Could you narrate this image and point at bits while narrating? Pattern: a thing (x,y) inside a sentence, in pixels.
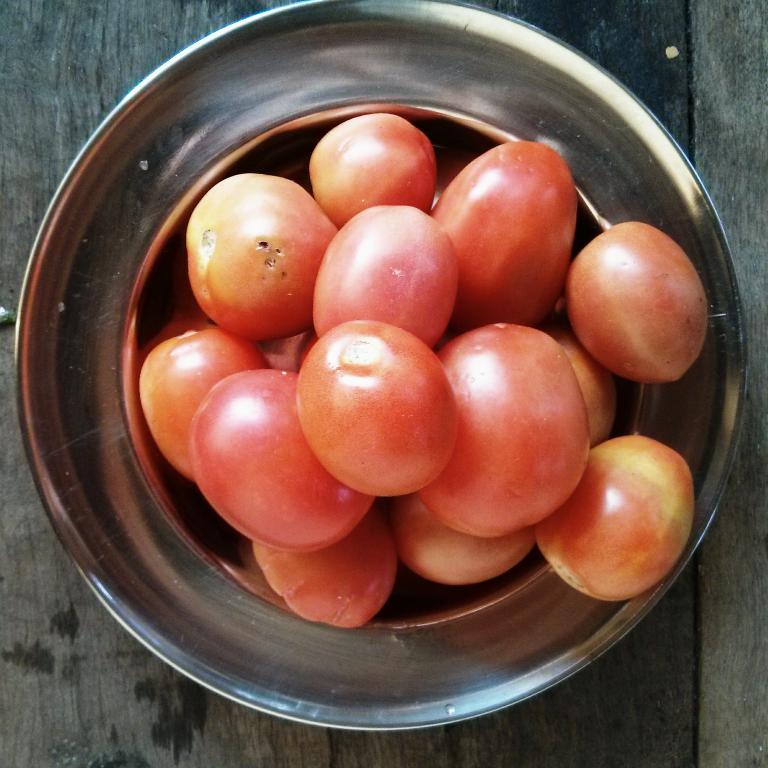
In the image we can see wooden surface (91,668), on it we can see metal bowl (136,575) and in the bowl (97,582), we can see the tomato's (350,289).
